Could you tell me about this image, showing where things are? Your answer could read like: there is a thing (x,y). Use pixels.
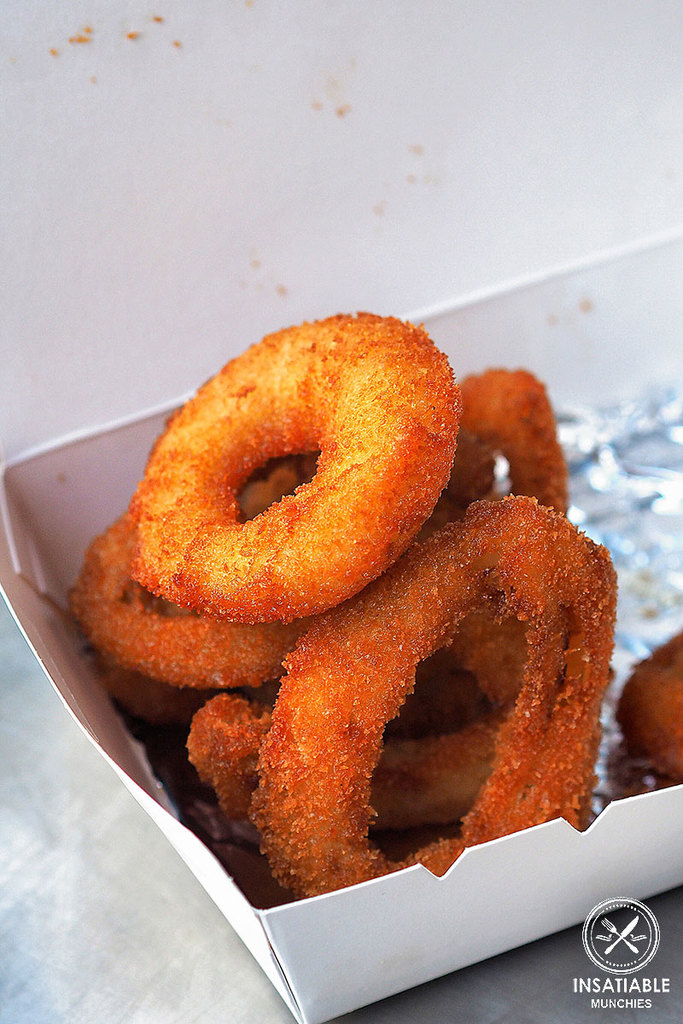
In this image there are some food items (327,618) in the paper bowl (493,916).
